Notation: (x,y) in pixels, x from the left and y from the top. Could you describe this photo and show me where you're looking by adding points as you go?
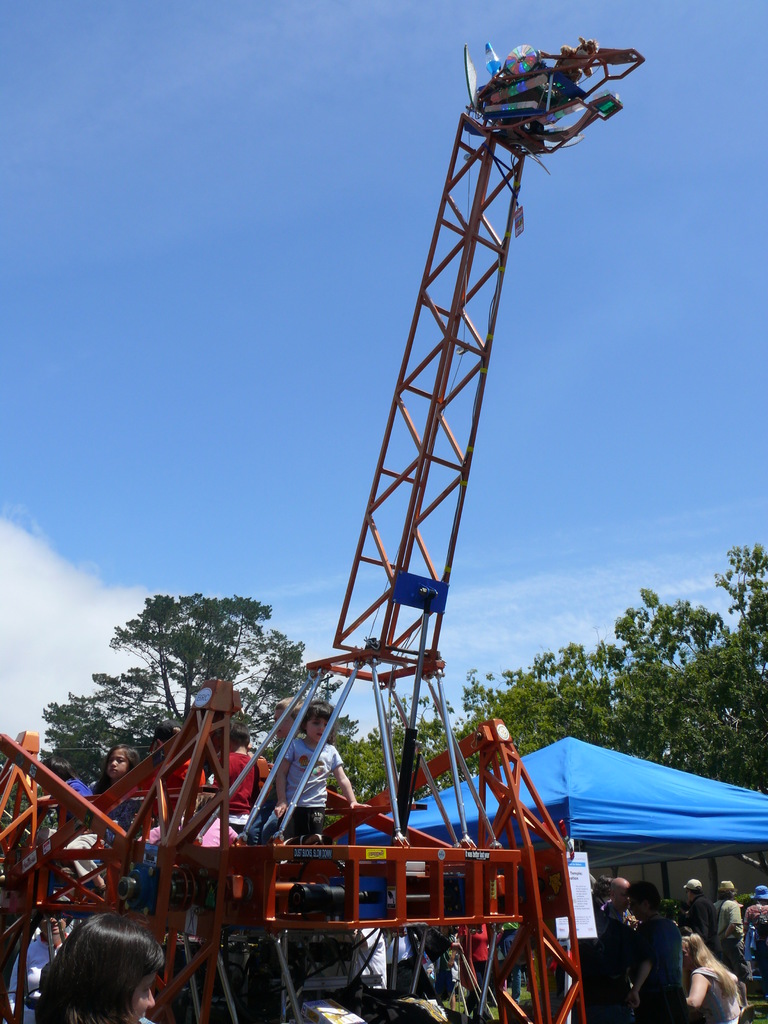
This completely an outdoor picture. Sky (388,298) is in blue color. Far trees (659,683) are in green color. Under tent (745,831) there are many persons (720,909) are standing. On this vehicle (321,749) few persons (321,770) are sitting.
